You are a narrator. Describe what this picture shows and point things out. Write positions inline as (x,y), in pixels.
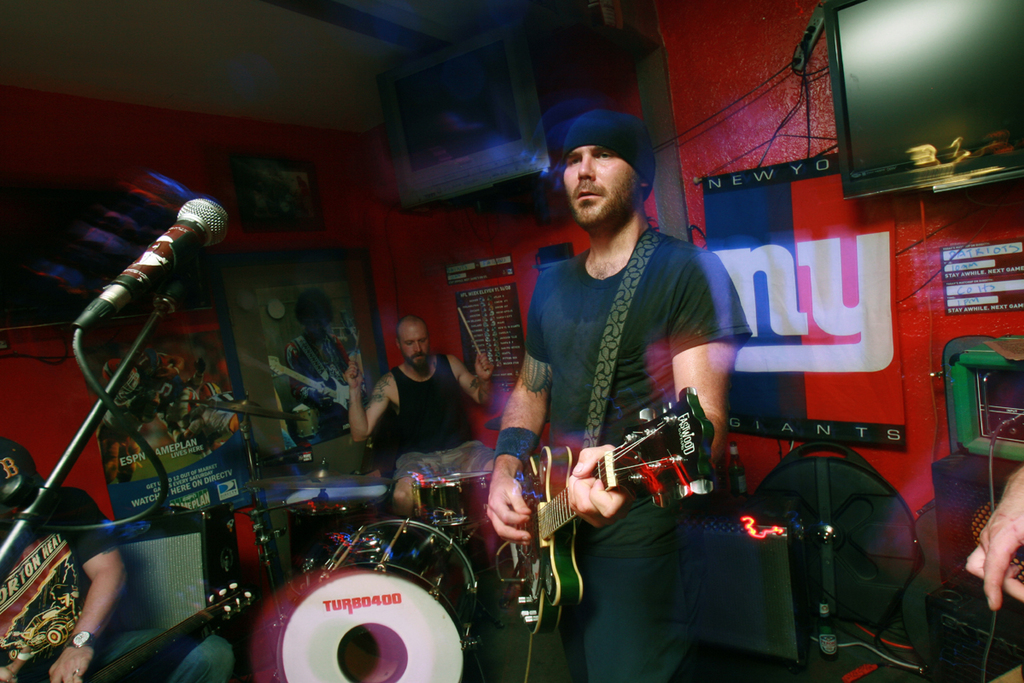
There are three members (430,388) in the given picture. All of them are having a musical instrument (206,611) in their hands (78,673). In front of them there is a microphone (179,247) and a stand (86,438). In the background (439,85) there is a wall (231,222) and television (439,98) here. The musical instruments (446,507) were guitar (548,528) and drums (319,472).
